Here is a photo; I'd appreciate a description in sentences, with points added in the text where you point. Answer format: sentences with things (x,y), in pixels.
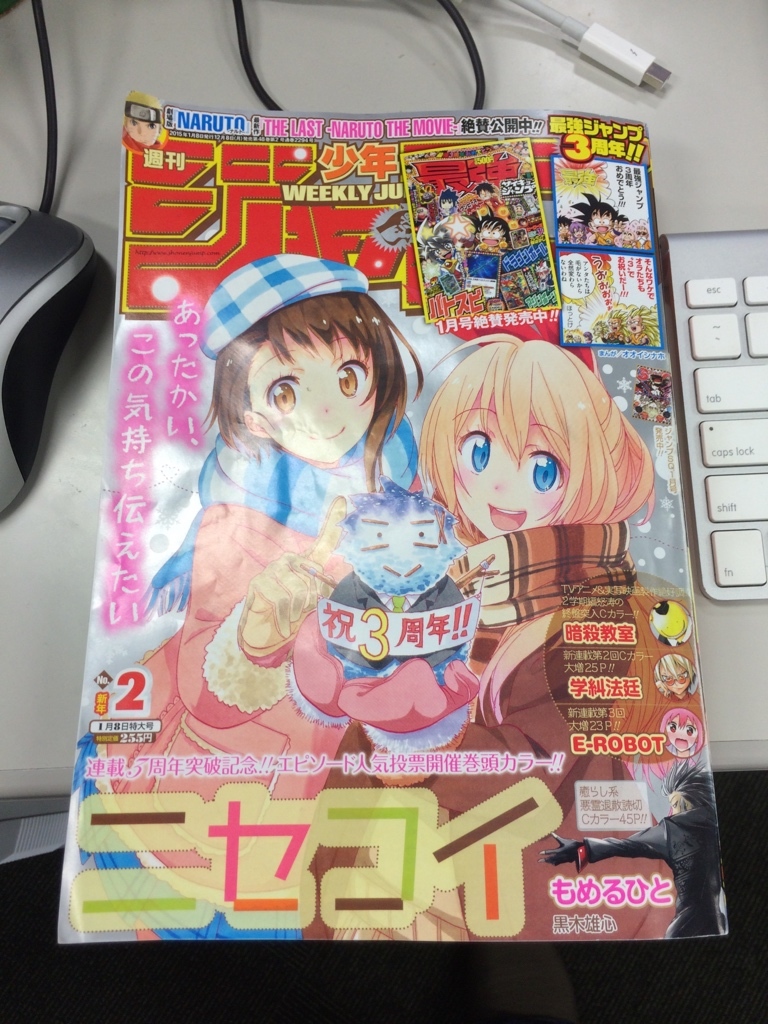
In the picture we can see a magazine (560,544) with some cartoon images (685,711) on it and beside it we can see a part of keyboard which is white in color and on the other side of the magazine (610,225) we can see a part of mouse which is black in color and on the top of it we can see a connection wire (600,45) which is white in color.
